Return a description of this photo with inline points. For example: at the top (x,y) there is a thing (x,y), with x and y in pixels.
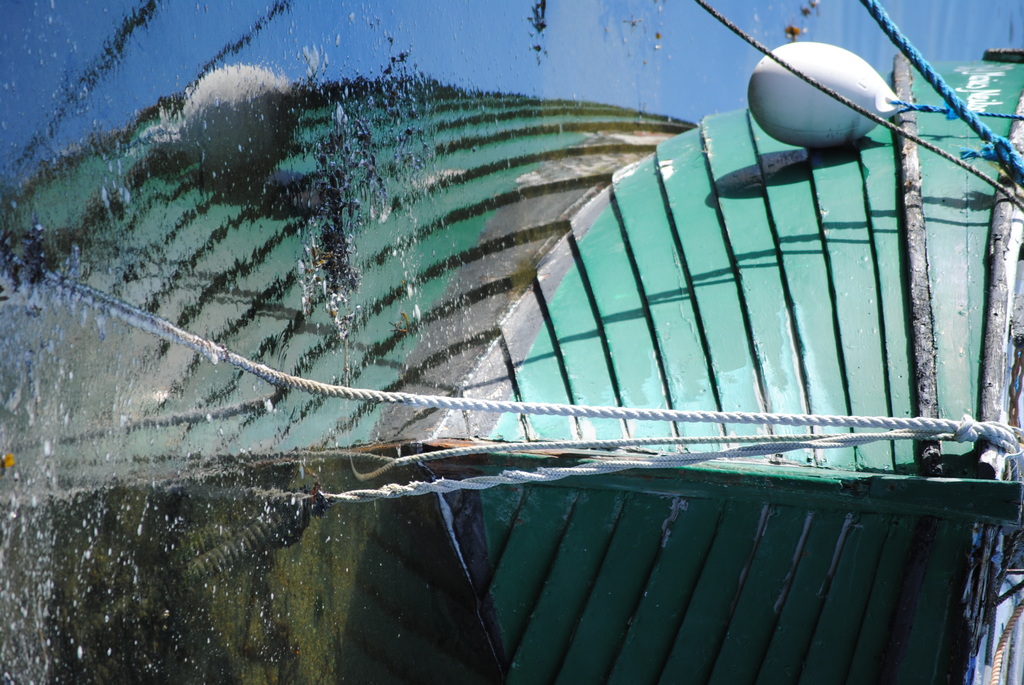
In this image there is a boat (861,277), on the water (533,121) and there are ropes (778,442).
